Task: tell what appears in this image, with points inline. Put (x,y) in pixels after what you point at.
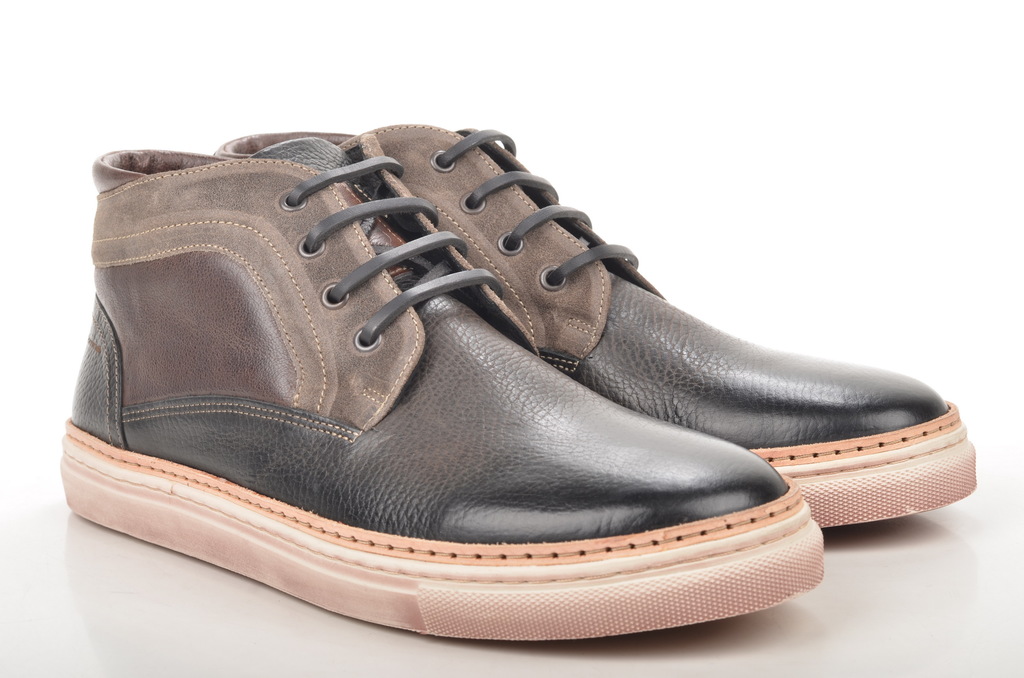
In this picture we can see shoes (664,388) on the white platform (466,651). In the background of the image (844,188) it is white.
